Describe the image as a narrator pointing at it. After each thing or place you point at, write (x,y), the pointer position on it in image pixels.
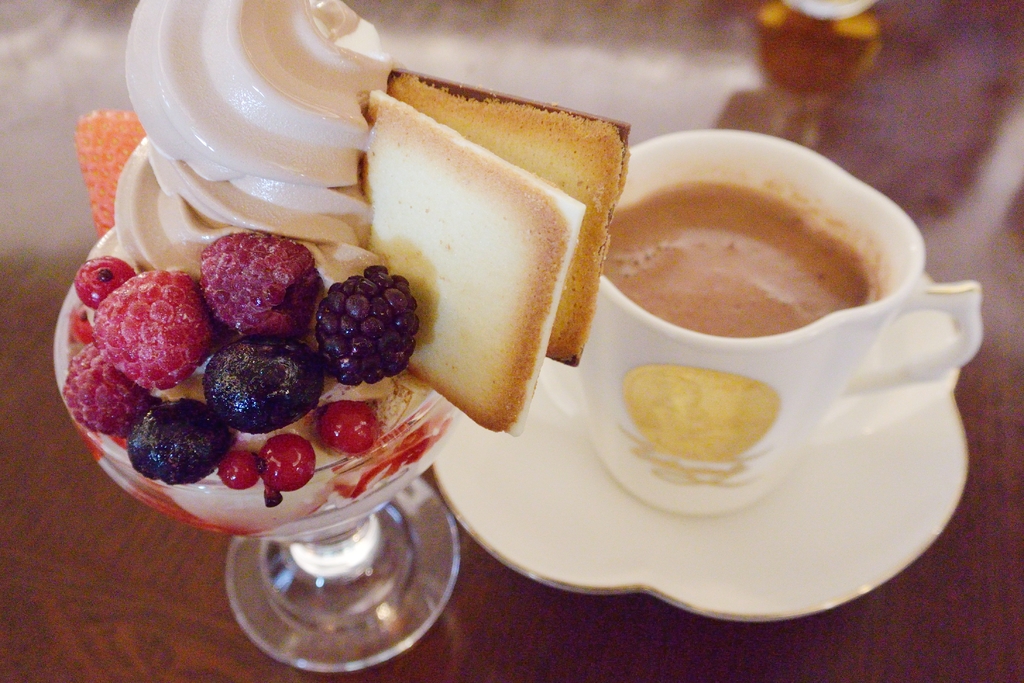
In the foreground of this image (764,585), on the wooden surface (771,646), there is a cup (697,443), saucer (756,575) and an ice cream (339,457) and the garnishing (282,257). At the top (833,32), it seems like an object (787,48).
